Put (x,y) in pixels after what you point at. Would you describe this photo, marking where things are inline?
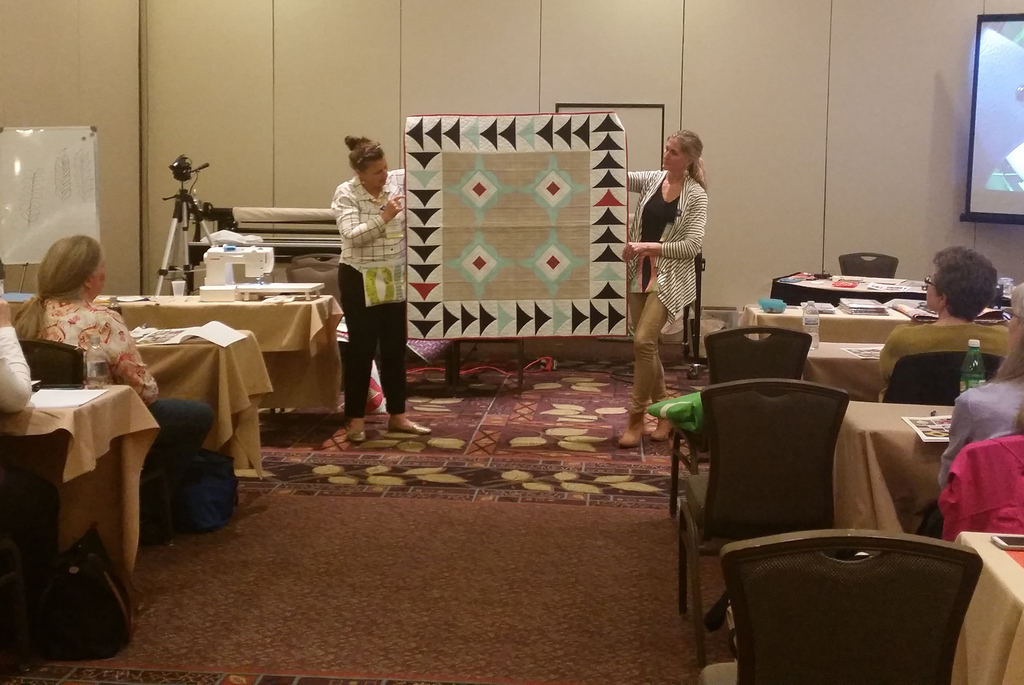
in a room (448,520) 2 persons (377,327) are standing holding a quilt (599,172) which is square shaped. at the right (791,392) and left there are tables (28,424) and black chairs (762,574) on which people (963,437) are seated. on the table (909,438) there books (949,423) and bottles (807,315). at the left (68,165) there is a whiteboard (81,184), a tripod (190,191) and a sewing machine (264,276). at the right (1021,60) there is a projector display (1008,152) and at the back (875,111) there is a white wall (456,84).
